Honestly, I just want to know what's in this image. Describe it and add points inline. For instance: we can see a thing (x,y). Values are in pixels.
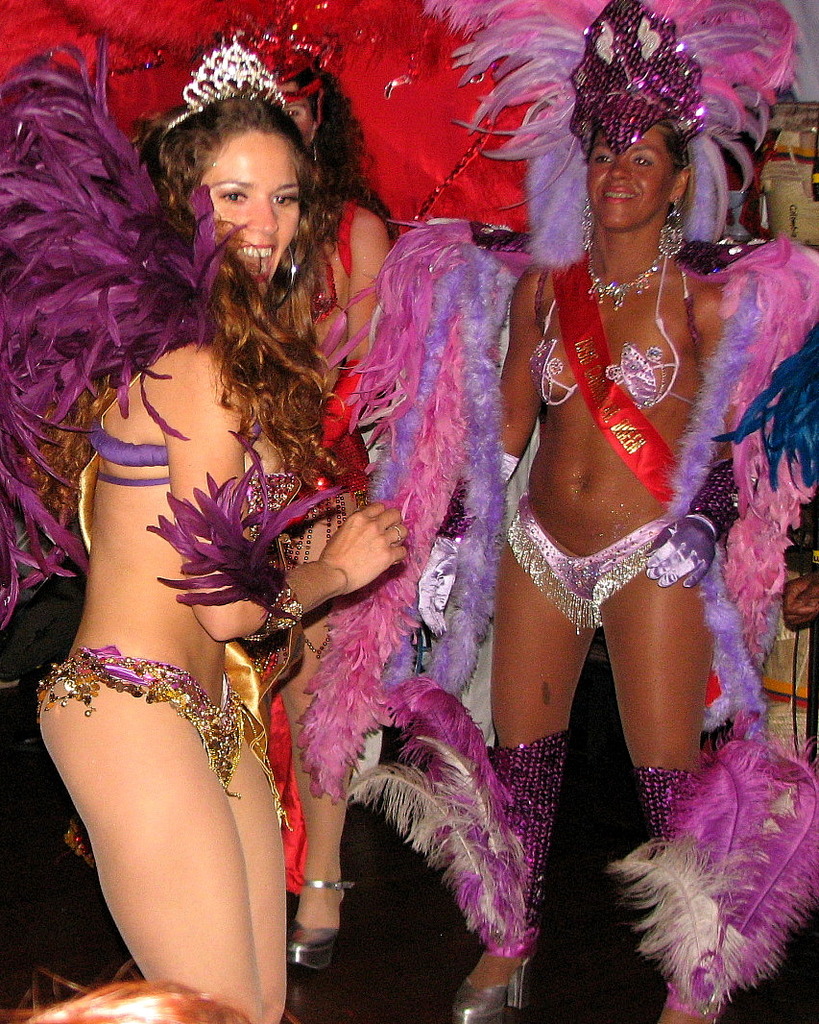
In this image there are three persons (446,707) in fancy dresses (484,32) are standing, they are decorated with feathers (20,171).
